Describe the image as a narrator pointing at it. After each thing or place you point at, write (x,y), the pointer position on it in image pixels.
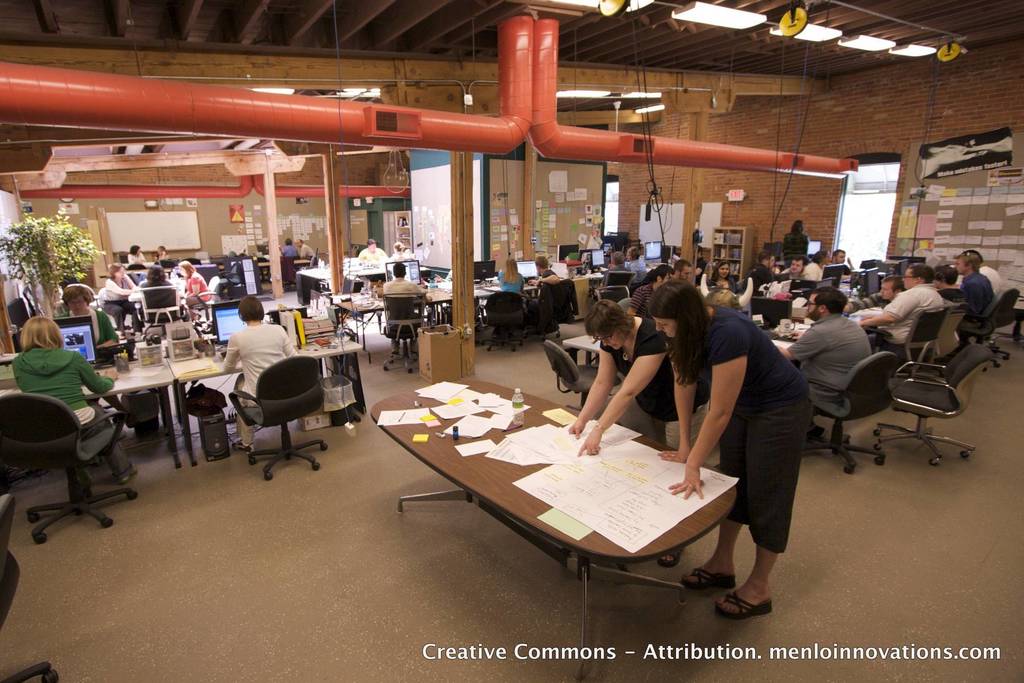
This picture describes about group of people (748,321) few are seated on the chair (287,355) and few are standing, in the middle of the given image we can see papers (570,460), bottles (520,426) on the table (537,418), and two persons (653,382) are watching the papers (593,470), also we can find pipes (394,127), plant (67,245) and couple of lights (708,17).
